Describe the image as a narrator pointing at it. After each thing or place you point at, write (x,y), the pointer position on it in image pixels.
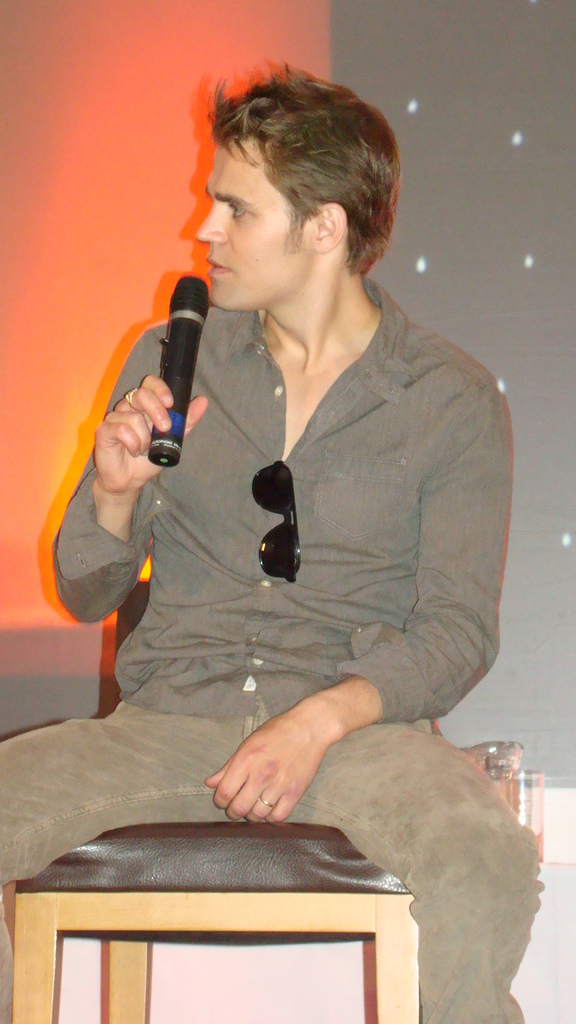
In the image there is a man (308,527) sitting on chair (98,869) and he also holding microphone (184,288) for talking, in background (385,84) we can see orange and grey color.
